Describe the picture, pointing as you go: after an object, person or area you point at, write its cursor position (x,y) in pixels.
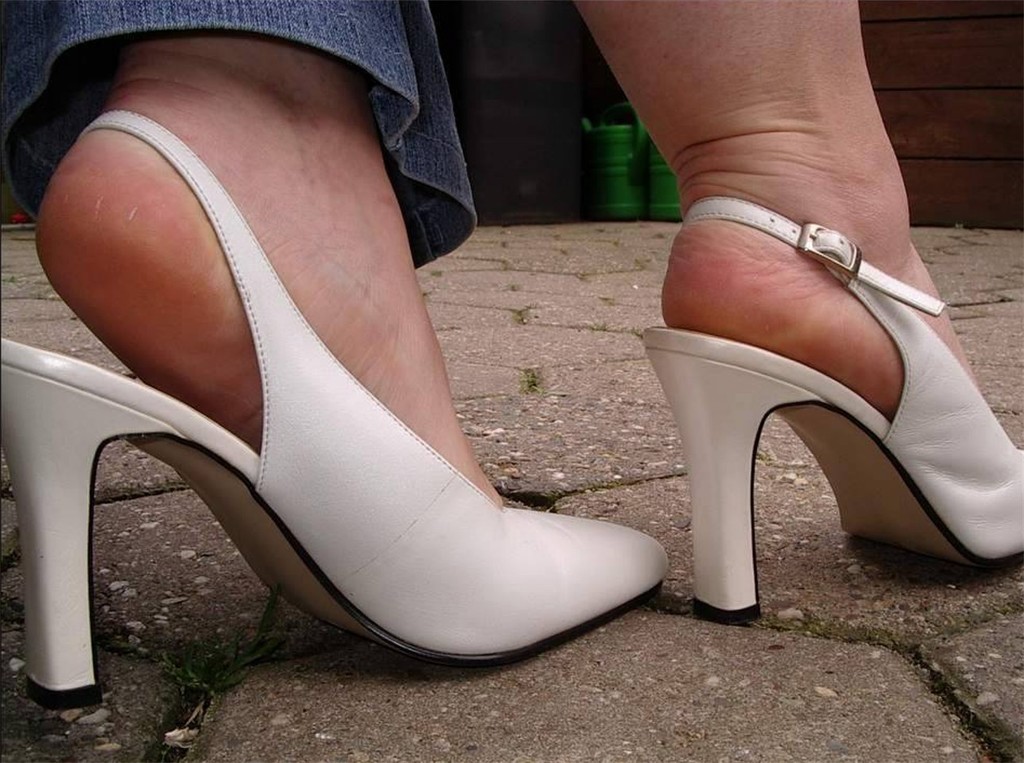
In this image we can see the heels (302,385) of a woman (759,147). In the background (643,144) there are two watering cans (612,189) on the floor (655,235). In this image there are legs (302,272) which are wearing the heels (302,529).
